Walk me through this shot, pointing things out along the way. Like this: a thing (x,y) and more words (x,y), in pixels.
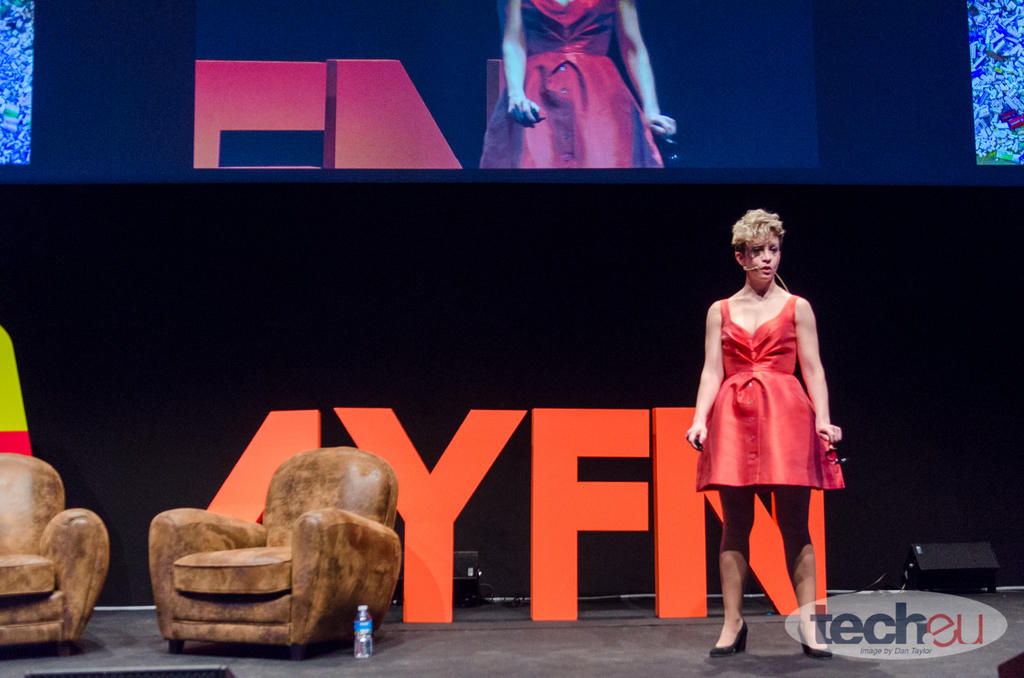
I can see a woman (774,442) standing wearing a red frock (743,386). There are two couch chairs (186,569). This is a water bottle (363,645) placed on the floor (444,646). At the background (423,172) I can see the screen (547,130) where the display (700,147) is. These are the letters (579,516) placed on the stage (665,649).
